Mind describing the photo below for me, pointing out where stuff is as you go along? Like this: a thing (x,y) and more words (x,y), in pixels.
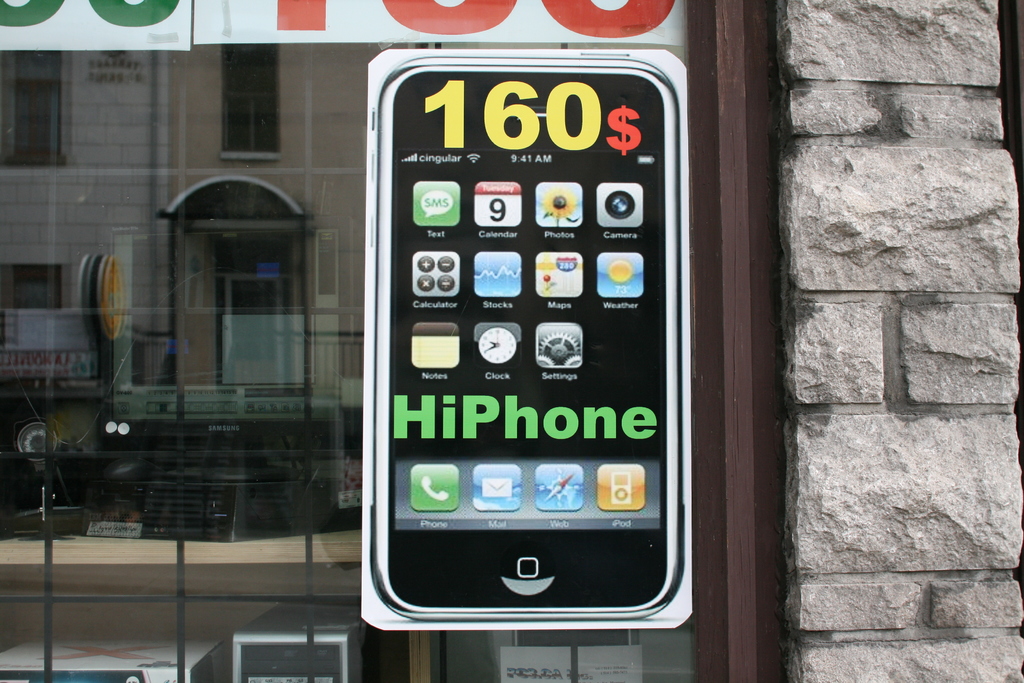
This image is taken outdoors. On the right side of the image (871,241) there is a wall (871,241). On the left side of the image (206,466) there is a window (295,464) and there are two posters (170,22) with text (128,18) on them and there is a poster (577,321) of a mobile phone (481,175) on it.
